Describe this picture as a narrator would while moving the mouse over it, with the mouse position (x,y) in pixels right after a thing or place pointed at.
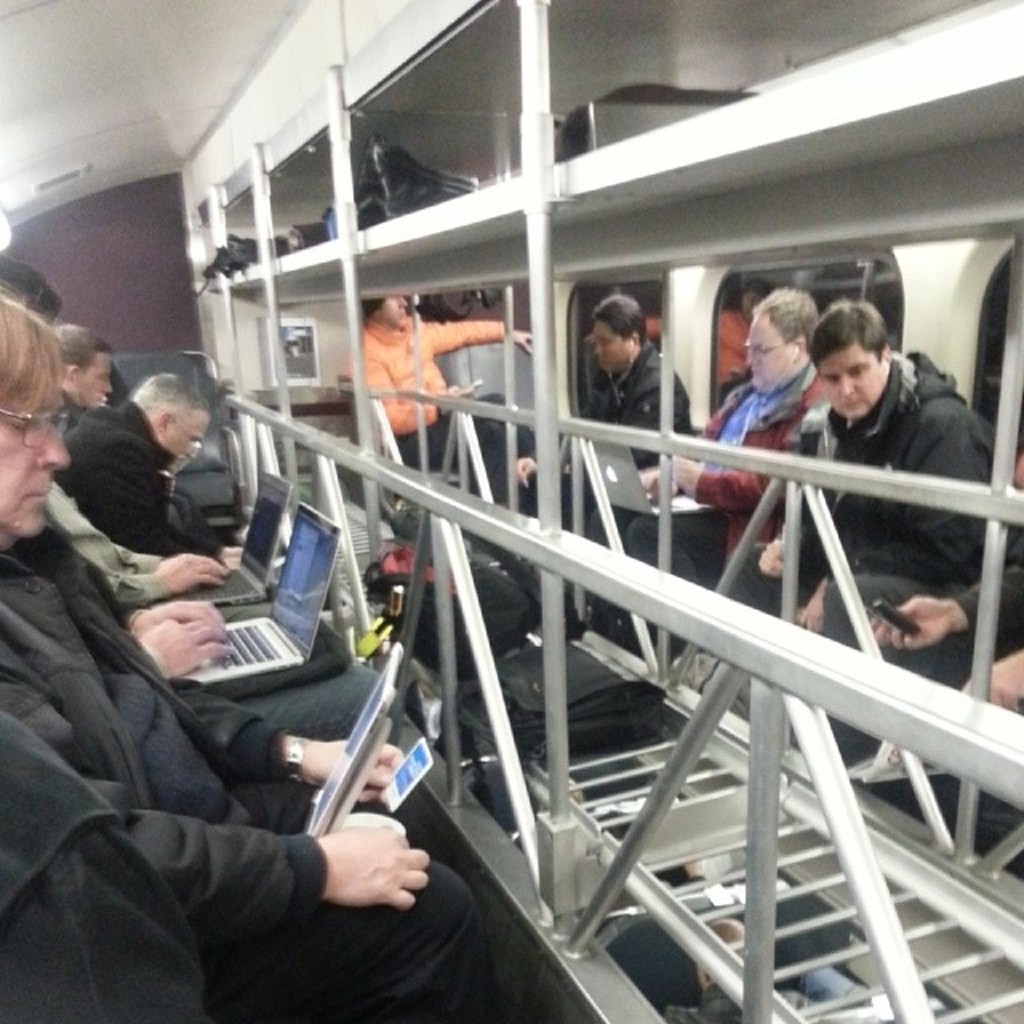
In this image there are some persons (173,472) sitting on the left side of this image (186,674) is holding a laptops (255,563), and there are some persons (761,496) sitting on the right side of this image (839,494) as well. There is a Rack (762,882) as we can see in the middle of this image (492,506). There are some objects (523,648) kept in to this racks (355,260).
